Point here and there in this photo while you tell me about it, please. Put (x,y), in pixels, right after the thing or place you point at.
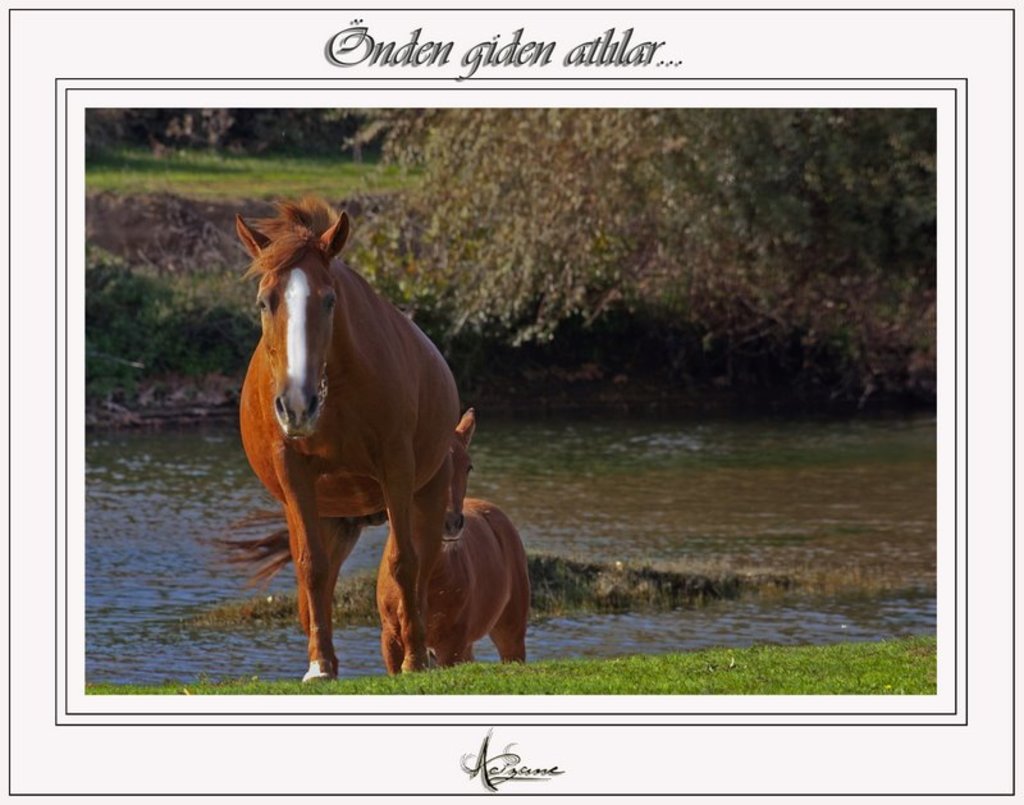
In this picture we can see poster (792,181), in this poster (493,240) we can see horses (440,601), water (590,542), grass (632,576) and trees (604,173). At the top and bottom of the image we can see text (392,54).
